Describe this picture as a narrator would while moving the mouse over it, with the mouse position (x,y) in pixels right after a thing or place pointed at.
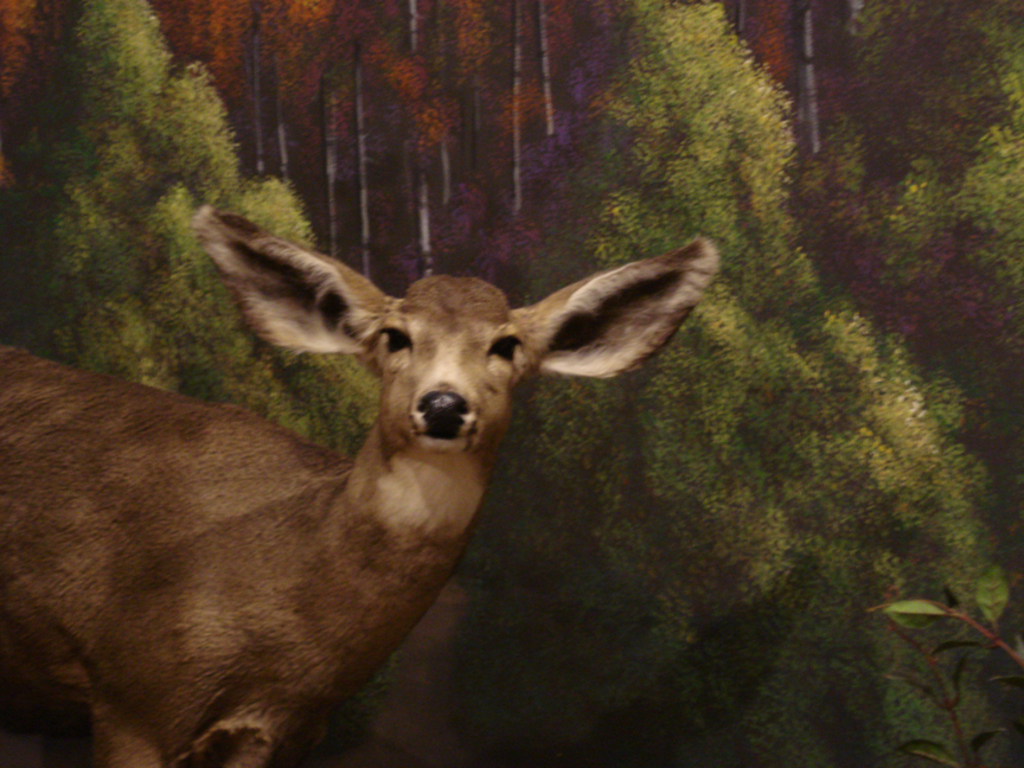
This picture look like a painting. On the bottom left (243,664) there is a deer (263,655) which is standing near to the plants (692,413). On the top (486,89) we can see trees (480,156). On the bottom right corner (983,600) there are leaves (931,744).
